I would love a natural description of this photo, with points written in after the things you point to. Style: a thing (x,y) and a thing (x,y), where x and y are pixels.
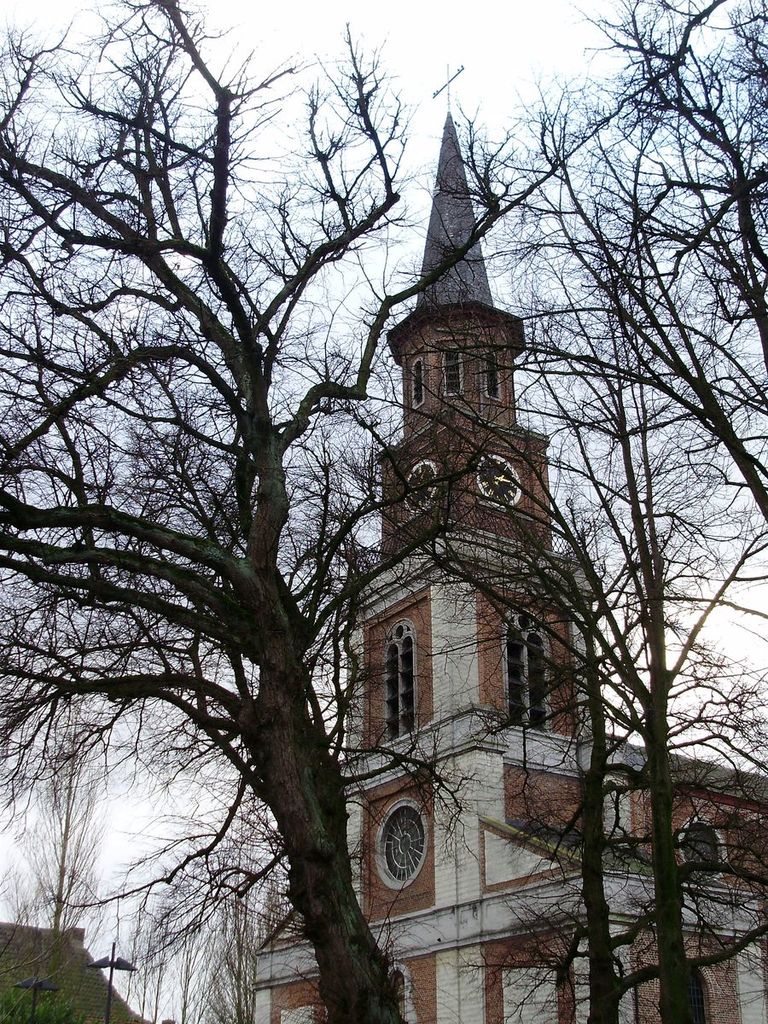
In this image there is a building (421,615) and trees (583,638) in front of that.
